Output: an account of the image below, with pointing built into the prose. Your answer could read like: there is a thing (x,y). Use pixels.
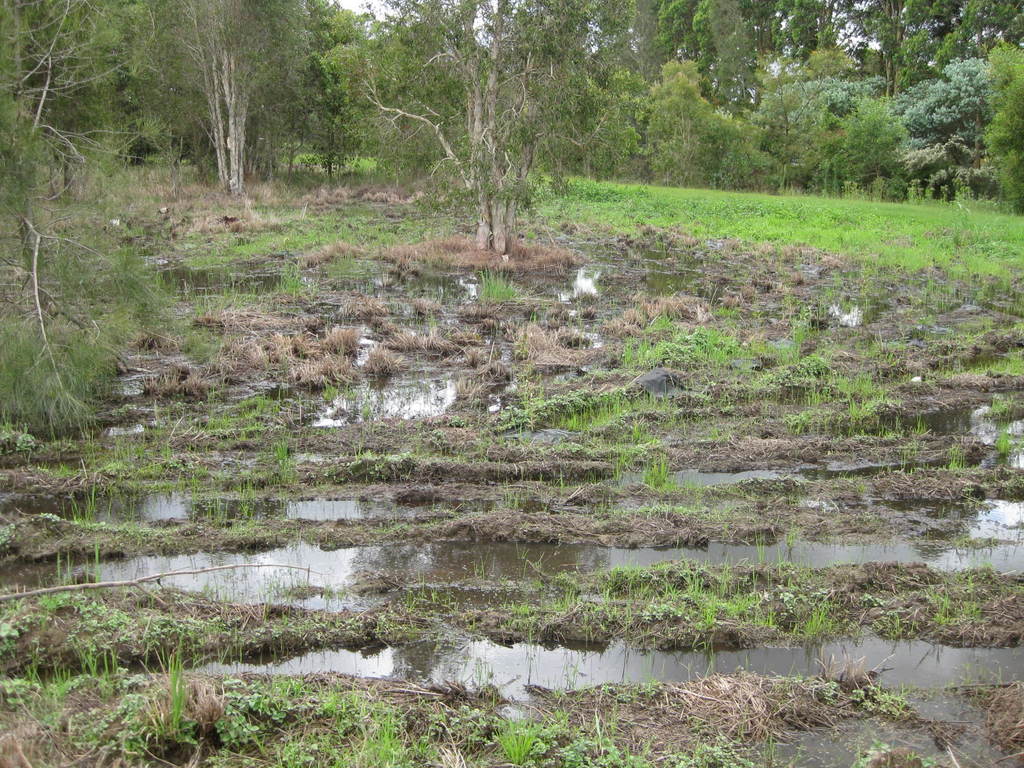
In this image we can see water (289,662), grass (238,695), trees (251,165) and sky (844,25).
